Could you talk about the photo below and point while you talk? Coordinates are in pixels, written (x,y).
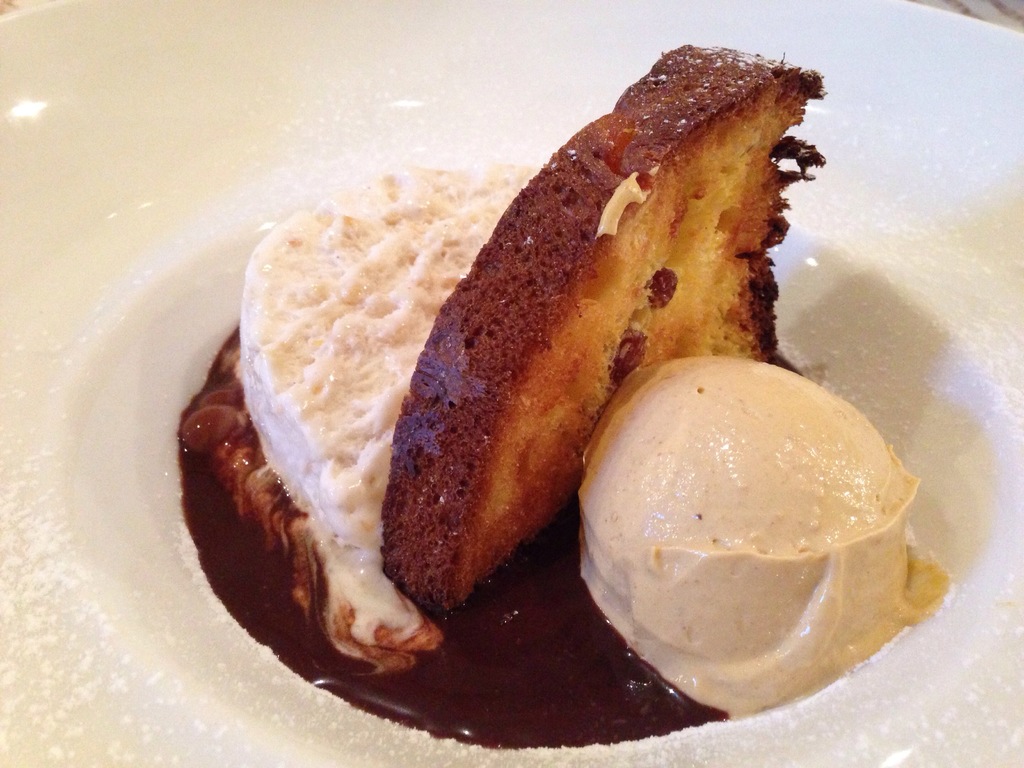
In this image we can see cream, bread (699,254), ice cream (781,609), chocolate (399,690) in white plate (796,245).
